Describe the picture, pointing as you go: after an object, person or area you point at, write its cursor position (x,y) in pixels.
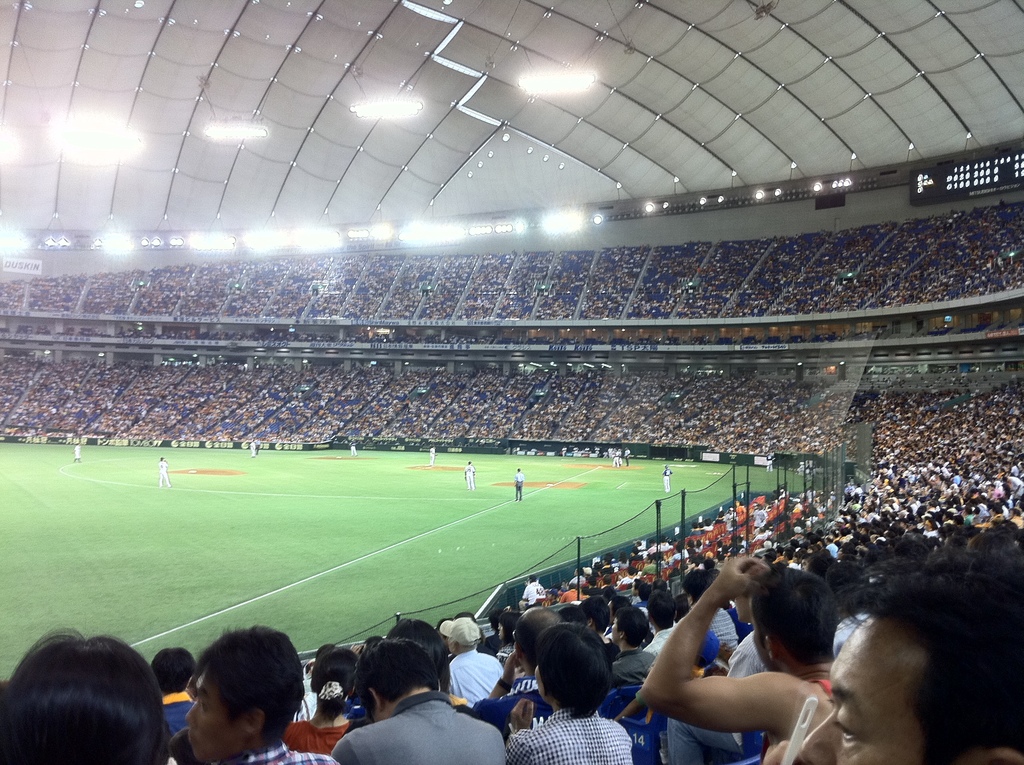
In this picture we can see an indoor stadium (221,467). In the stadium (190,360) there are groups of people (764,417), nets (712,498), boards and lights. On the right side of the image (943,176), there is a scoreboard (933,189). Some people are standing on the ground (237,481).
